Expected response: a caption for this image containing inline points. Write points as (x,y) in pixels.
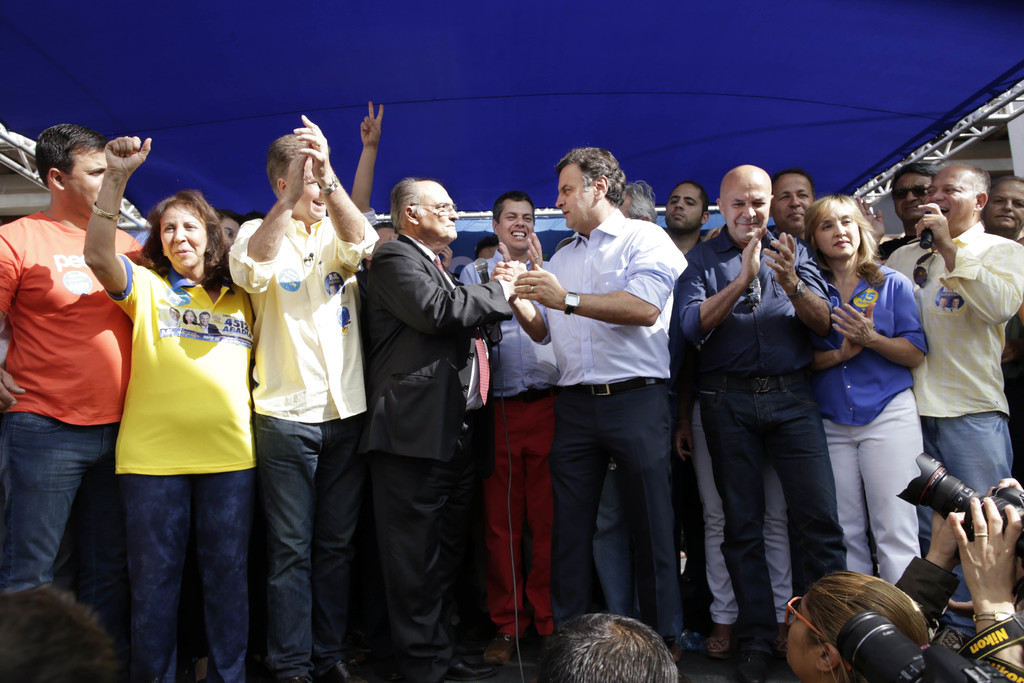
There are group of people (574,263) and this man (956,248) holding microphone (932,237) and we can see cameras (926,652). In the background (751,59) we can see wires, rooftop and tent (775,103) in blue color.
